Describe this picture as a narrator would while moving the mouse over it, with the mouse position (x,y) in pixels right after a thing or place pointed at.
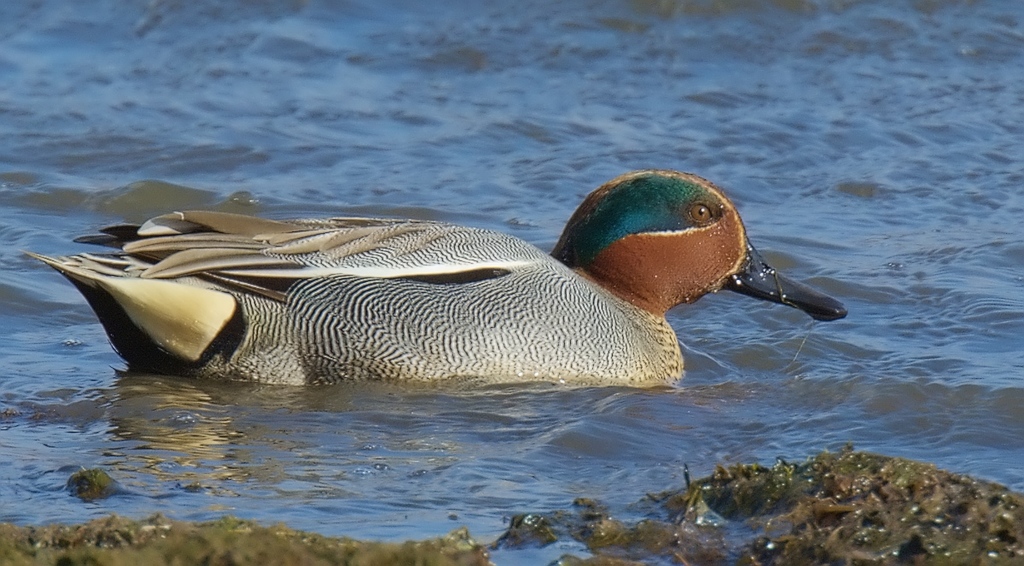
In this image there is a bird (355,320) in the water (112,497). At the bottom (175,559) there is sand (442,552).
